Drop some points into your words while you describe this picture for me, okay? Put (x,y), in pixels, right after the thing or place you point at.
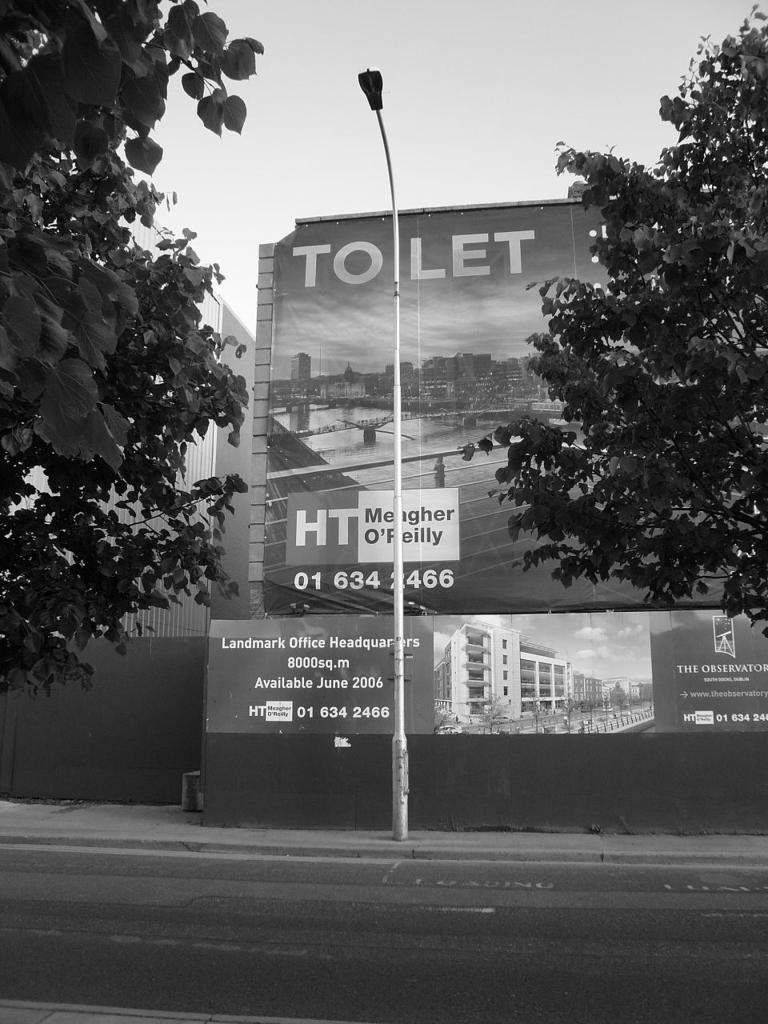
It looks like a black and white picture. We can see a pole (405,753) with light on the path (405,853). On the left (82,523) and right side of the pole (398,624) there are trees (614,438). Behind the pole (395,638) there is a hoarding (370,603), wall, building (210,452) and a sky (244,29).
